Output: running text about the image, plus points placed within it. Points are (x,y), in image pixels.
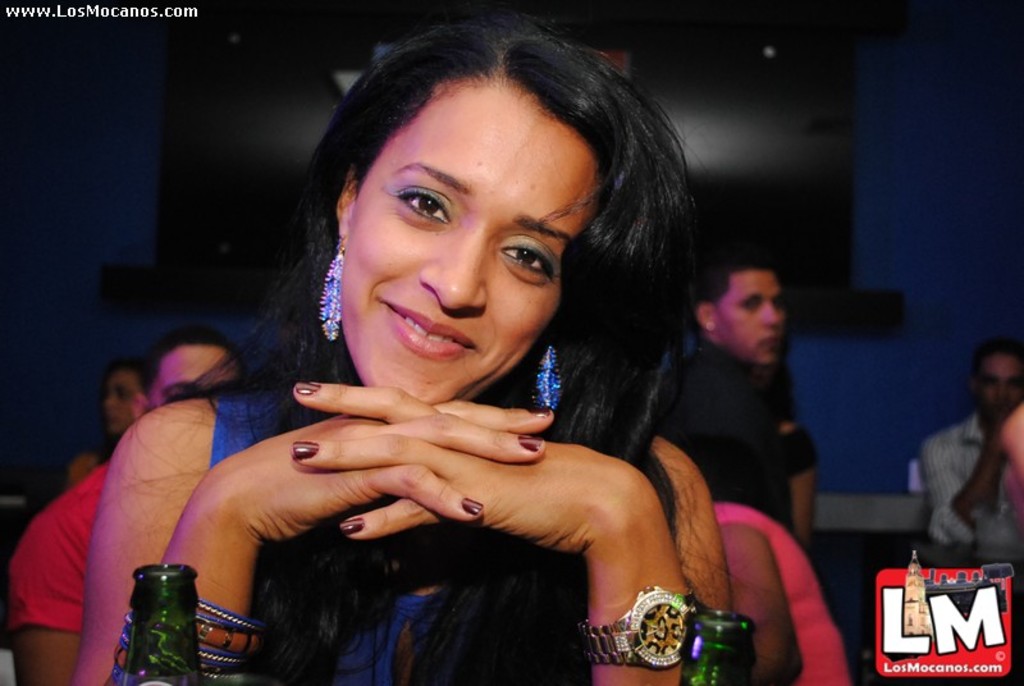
There is a woman (537,310) smiling, in front of her we can see bottles (705,662). In the background (30,560) we can see people (937,444), wall (54,373) and television (847,143). In the bottom right side of the image (883,595) we can see logo (890,628). In the top left side of the image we can see text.
